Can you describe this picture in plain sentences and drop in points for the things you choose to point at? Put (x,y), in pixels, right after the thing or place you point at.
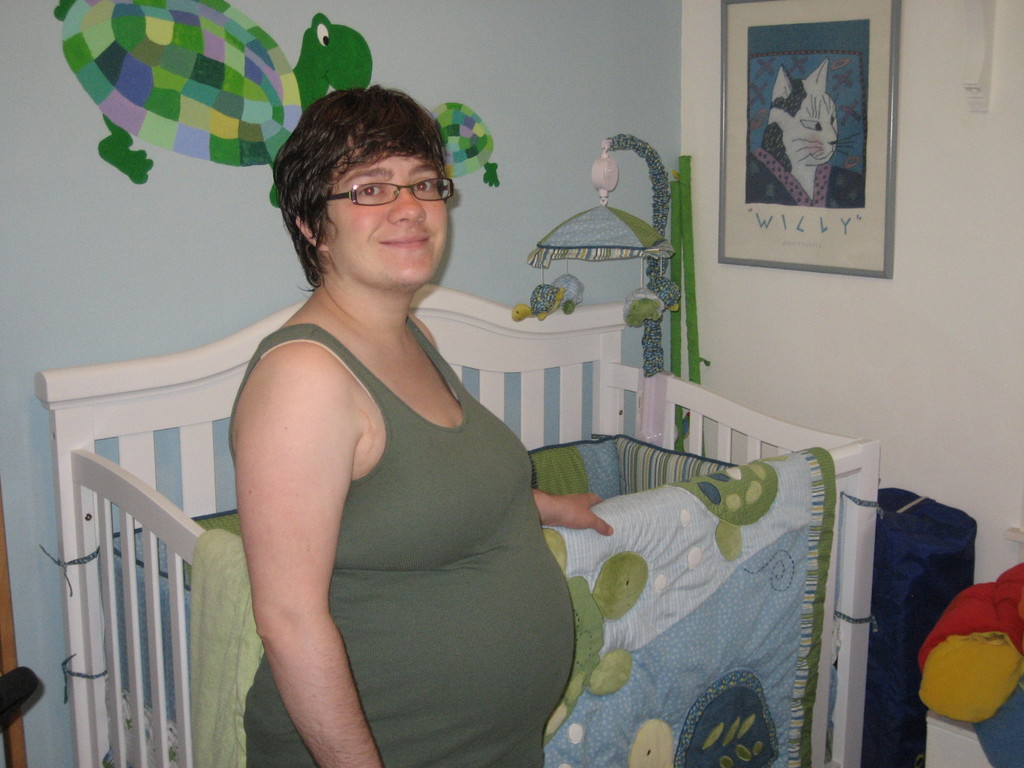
In the foreground of the picture (370,367) there is a woman (464,635), a child bed (85,528). On right (970,622) there are toys (964,652). In the background (807,48) we can see frame (813,153) and poster (813,153) to the wall (596,88).
